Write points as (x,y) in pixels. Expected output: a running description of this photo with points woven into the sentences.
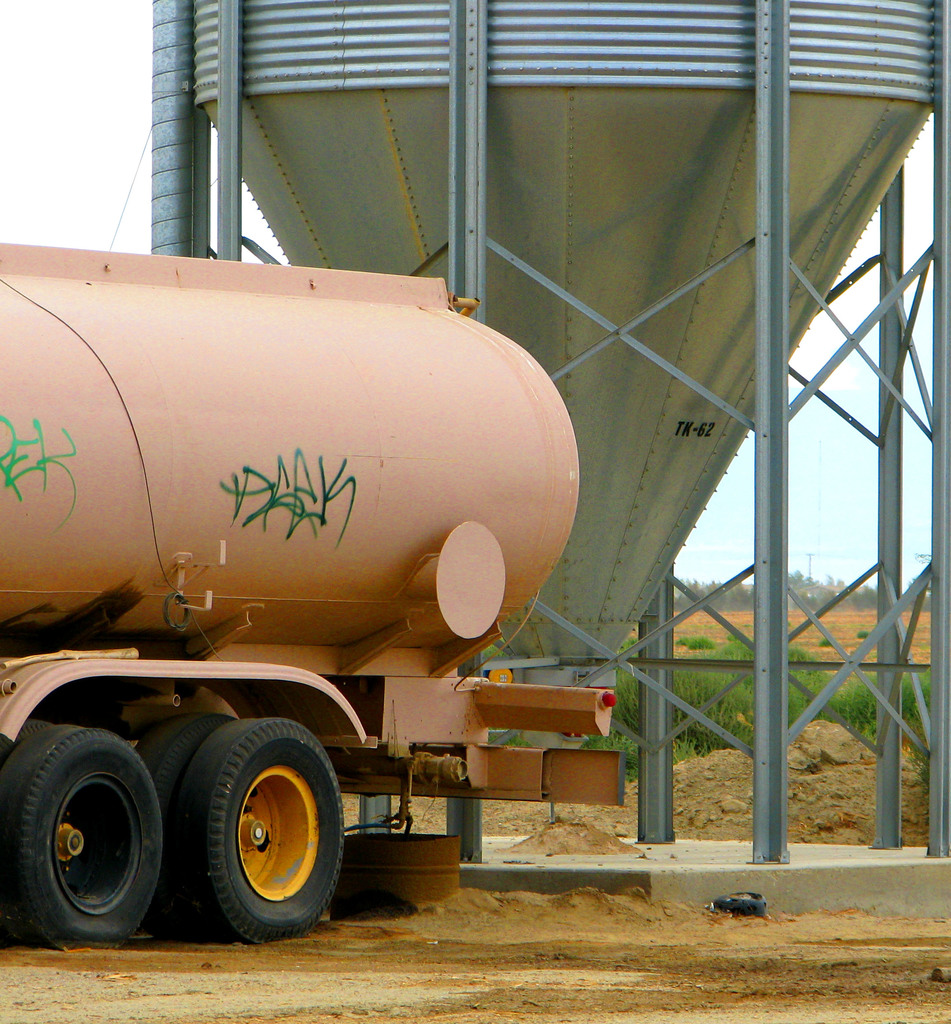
Here we can see a vehicle (345,375) with tanker (154,457), container (607,572) and plants (726,708). Far there are trees (732,593).
